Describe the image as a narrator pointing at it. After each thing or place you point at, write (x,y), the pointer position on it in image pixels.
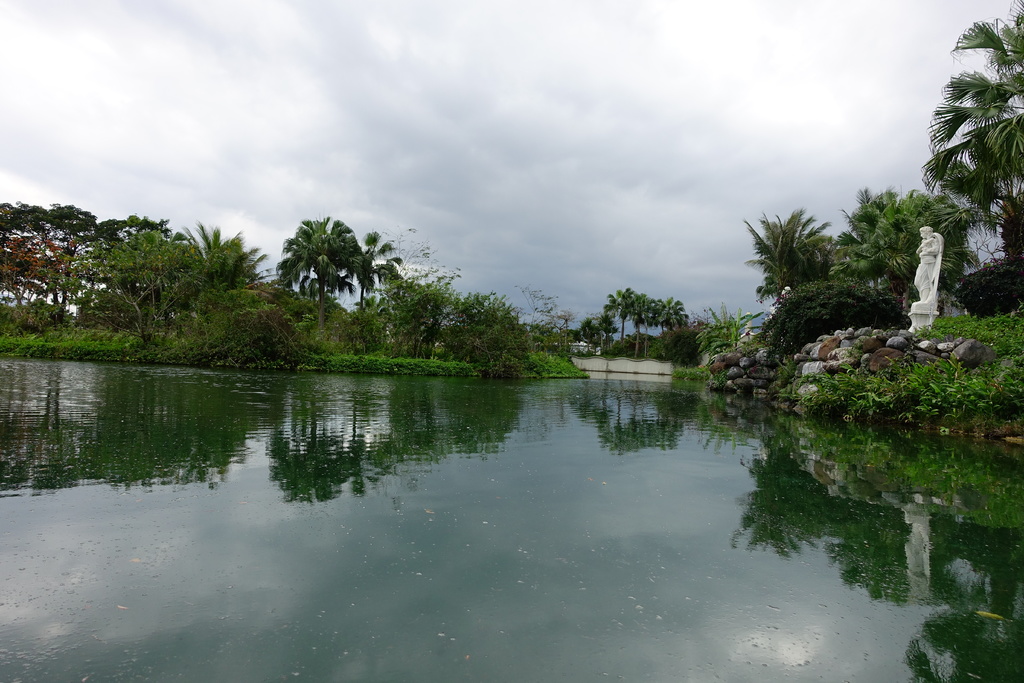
In this image I can see the water (392,469). To the side of the water (517,472) there are rocks (849,358) and many trees (426,310). In the background (271,185) I can see the clouds (506,87) and the sky (569,125). I can also see the white color statue (936,301) to the side.
